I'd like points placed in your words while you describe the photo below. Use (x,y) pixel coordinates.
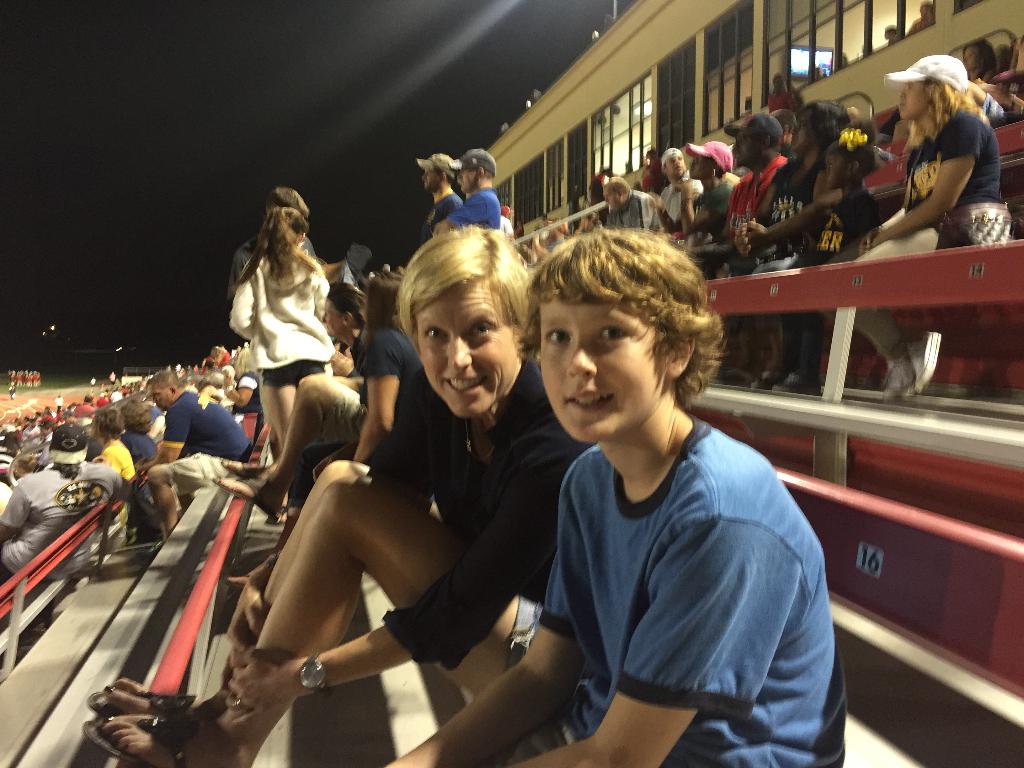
At the bottom of this image (712,751), there is a boy (640,428) and a woman (523,410) smiling and sitting. In the background (935,142), there are other persons (702,179), some of them are standing, there is a building (647,76), there are lights (52,331) and there are persons (26,381) on the ground (76,376). And the background (193,114) is dark in color.
